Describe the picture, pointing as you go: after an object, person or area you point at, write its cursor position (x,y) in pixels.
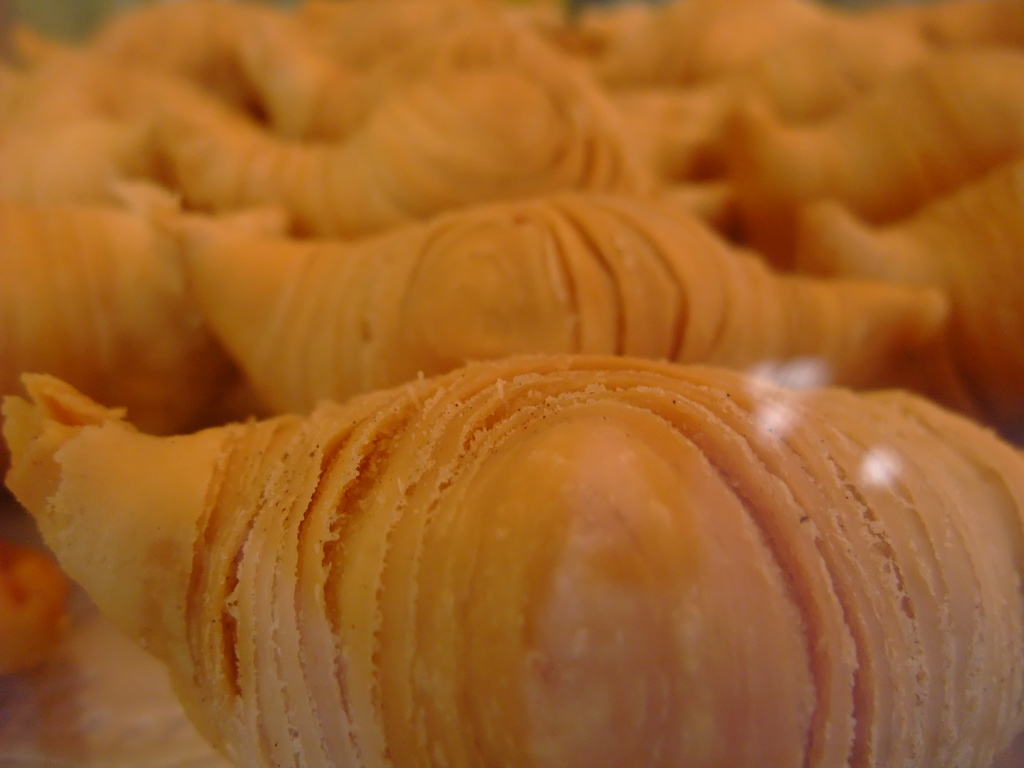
In this image at front (473,569) we can see a sweet bread (323,456) on the table (63,724).
